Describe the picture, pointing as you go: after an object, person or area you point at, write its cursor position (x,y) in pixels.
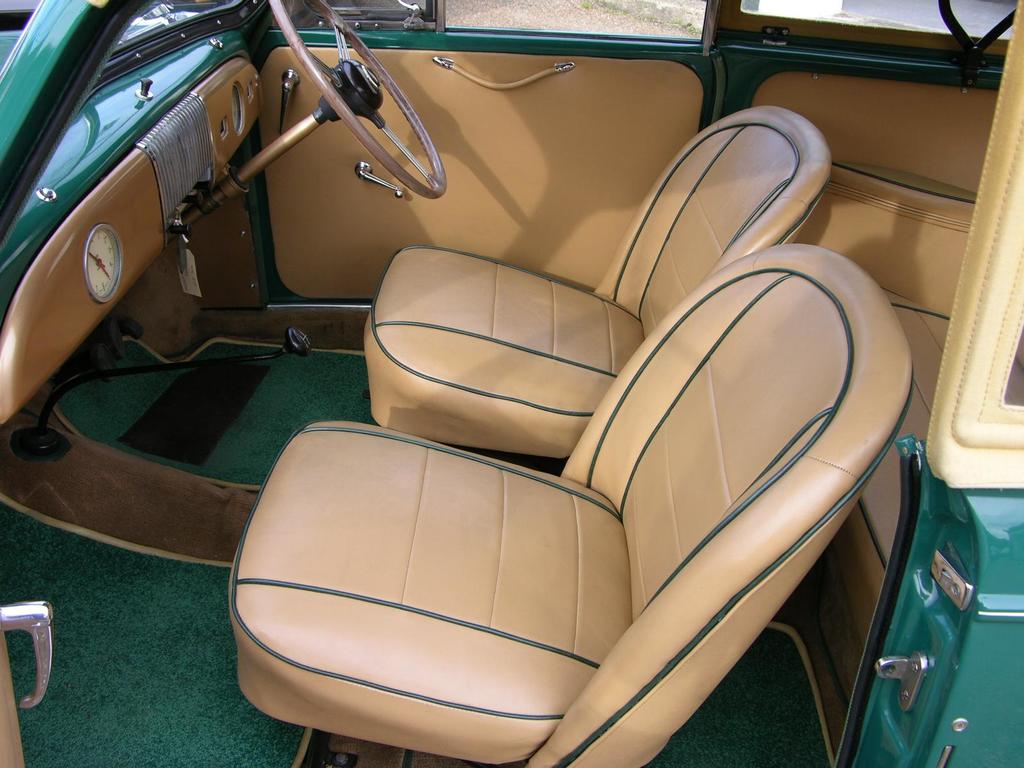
In this picture we can see the inside view of a vehicle (334,404). In the vehicle (365,400) there are seats (449,557), steering (296,131) and a gear lever (293,334).
